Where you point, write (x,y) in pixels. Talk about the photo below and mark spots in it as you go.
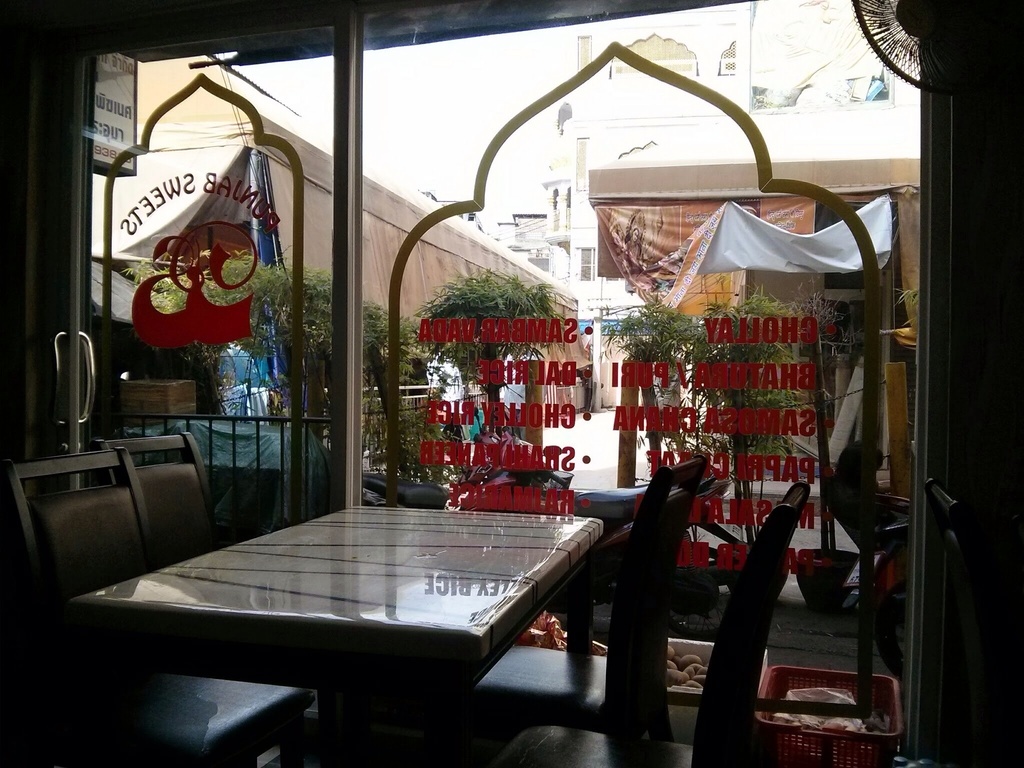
In this picture we can see a table (385,563) and chairs (295,691), here we can see baskets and some objects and in the background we can see buildings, house plants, tents (917,228) and some objects (892,609).
